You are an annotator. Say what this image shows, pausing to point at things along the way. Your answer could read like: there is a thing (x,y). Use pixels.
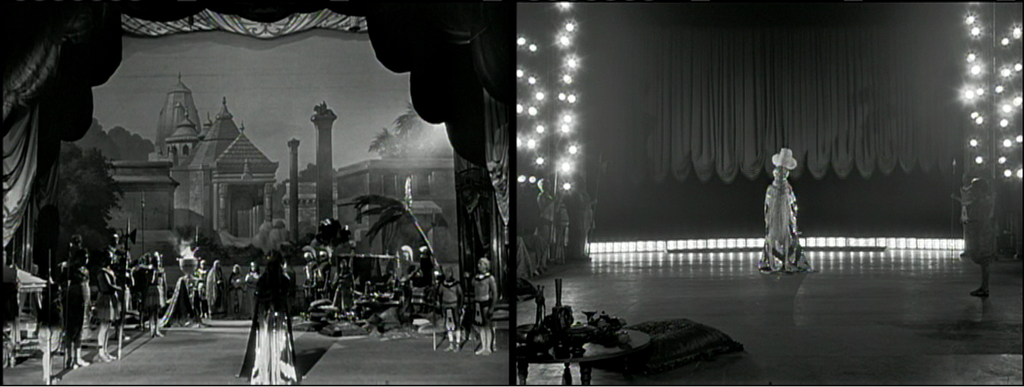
In the image there is a collage. On the left side of the image (73,289) on the stage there are many people (110,266) standing and holding few objects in their hands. Behind them there is a wall paper (297,189) with images of buildings (184,140) and also there are curtains (463,189). On the right side of the image (785,221) there is a person (773,250) standing. And there is a table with few objects (622,338). In the background (696,105) there are curtains (889,90) and lights (801,244).
